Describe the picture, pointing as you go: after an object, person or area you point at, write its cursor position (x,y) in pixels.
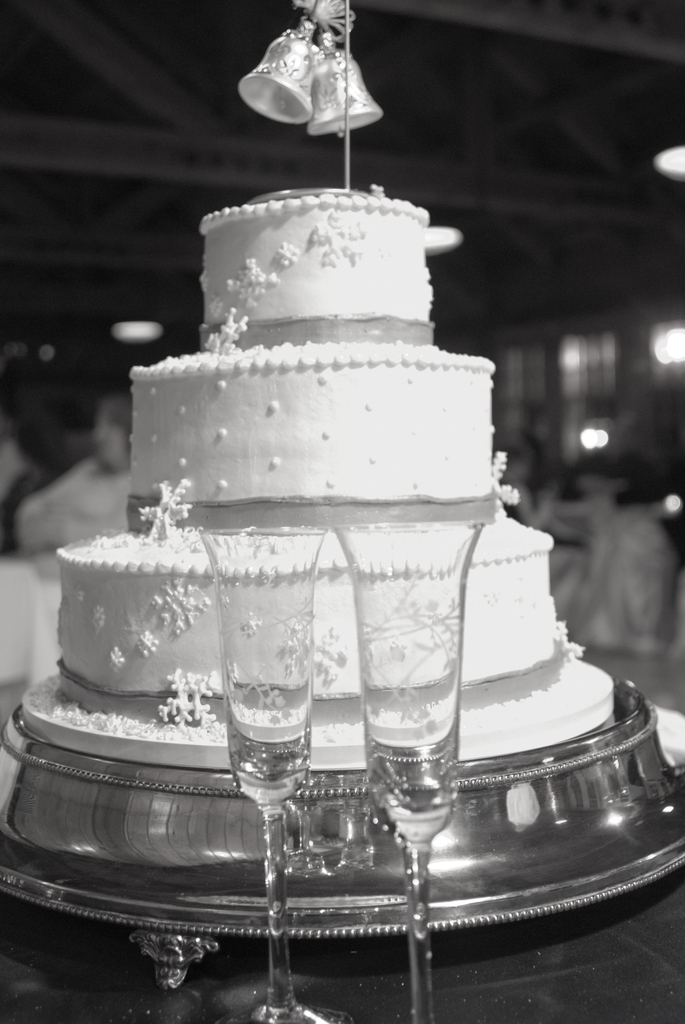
In this picture I can observe a cake (208,574) placed on the table (627,1001). I can observe two wine glasses (362,547) in front of the cake (226,244). The background (67,108) is blurred. This is a black and white image.
